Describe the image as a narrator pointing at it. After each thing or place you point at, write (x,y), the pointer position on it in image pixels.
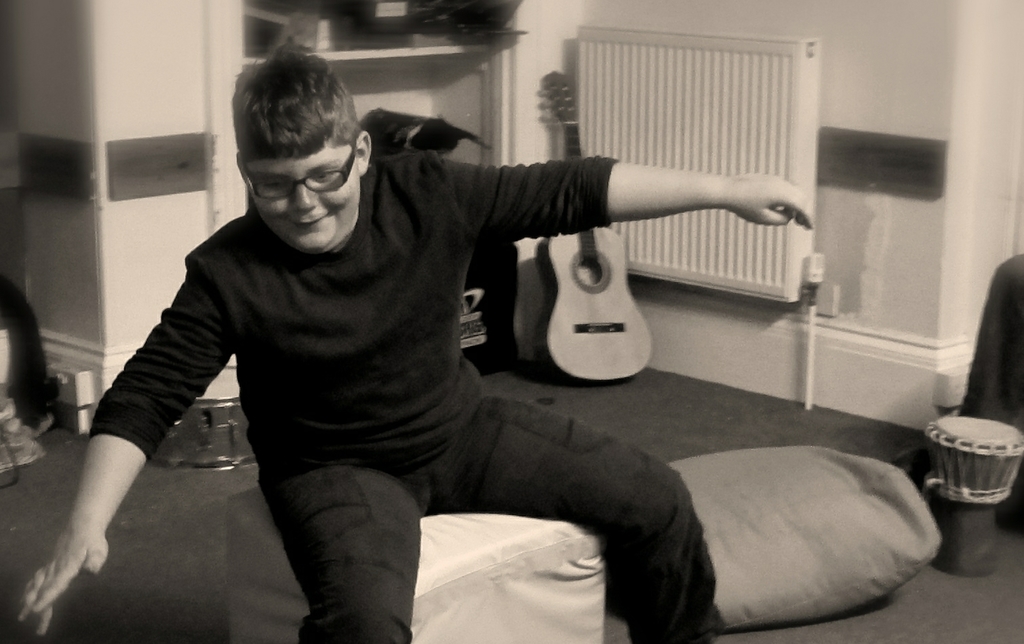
Boy (380,397) sitting on the couch (490,567) wearing glasses (332,186), here there is guitar (596,320), here there is drum (223,437).
